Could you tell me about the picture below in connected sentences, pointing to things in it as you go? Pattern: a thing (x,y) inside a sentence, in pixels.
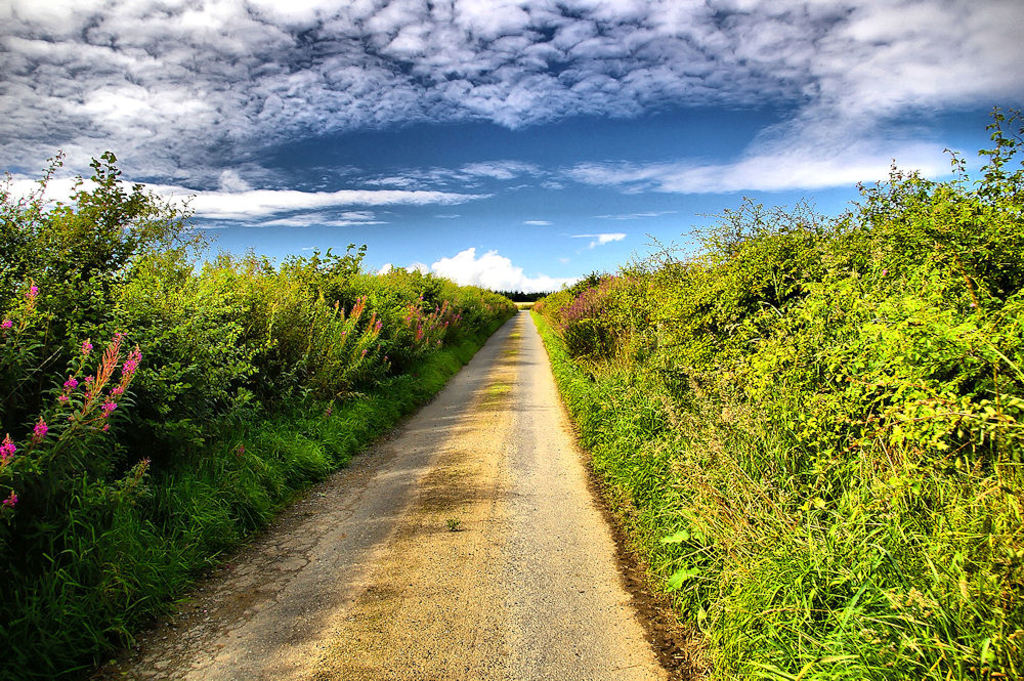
In this picture we can see a pathway (481,370). On the left (237,330) and right side of the pathway (505,380) there are trees (737,382). Behind the trees (671,356) there is the cloudy sky (312,150).
